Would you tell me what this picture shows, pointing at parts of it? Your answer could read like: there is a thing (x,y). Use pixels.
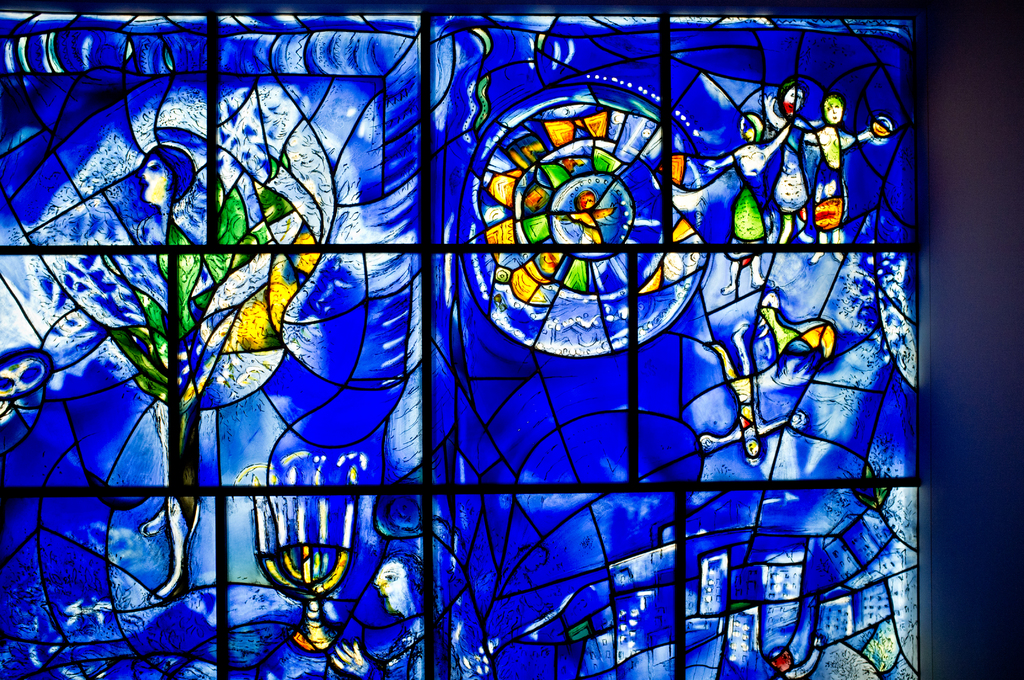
In the center of this picture (446,293) we can see a blue color object (562,340) on which we can see the pictures (758,162) of persons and the pictures (860,614) of many other objects (860,596). On the right corner (970,204) there is another object (946,82).
